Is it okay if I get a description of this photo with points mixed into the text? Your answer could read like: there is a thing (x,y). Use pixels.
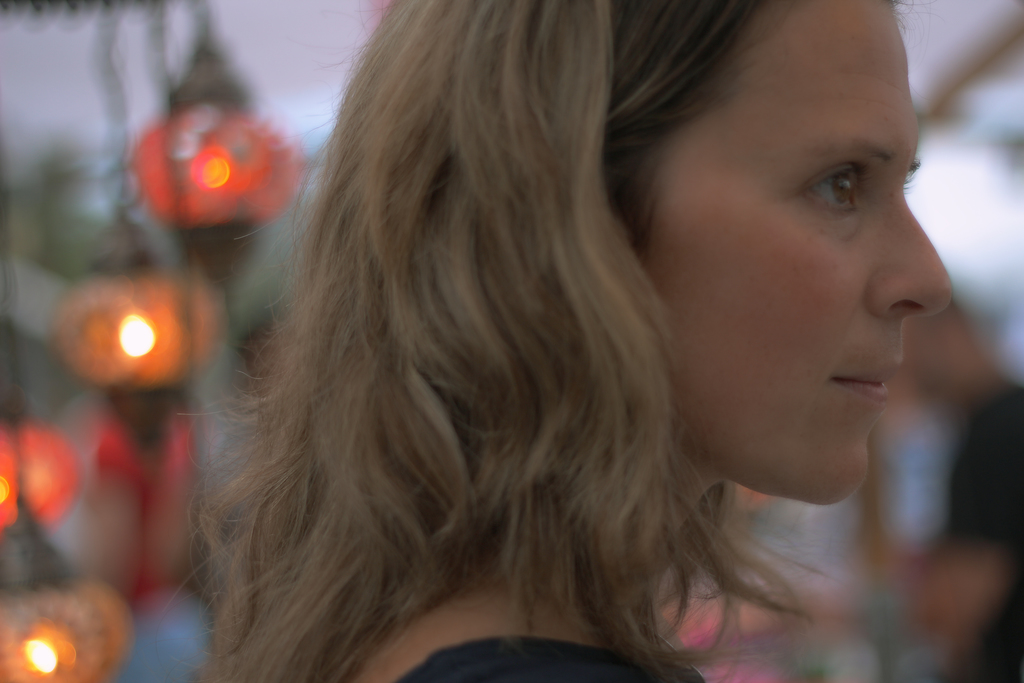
In this image, we can see a person (518,117). We can also see the blurred background (259,138) with some objects (100,388).
